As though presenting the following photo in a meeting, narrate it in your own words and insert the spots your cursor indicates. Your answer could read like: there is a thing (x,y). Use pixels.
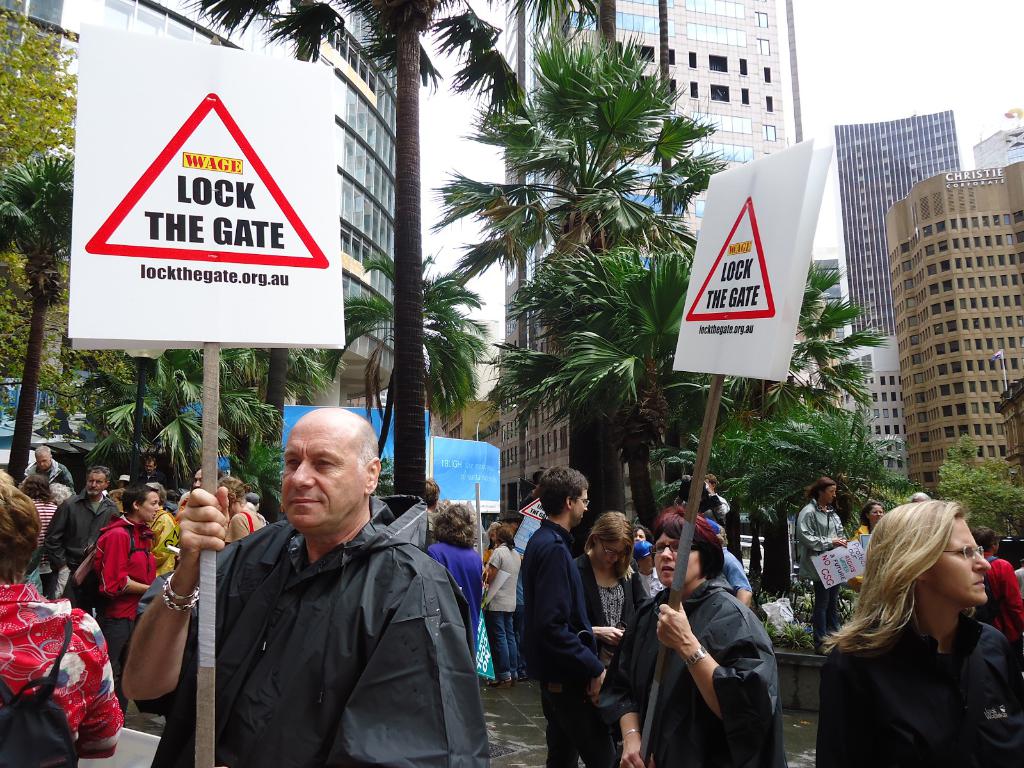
In this image, on the left side (279,751), we can see a man (366,635) wearing a black color dress (353,653) and holding a board (212,390) in his hand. On the right side (710,638), we can see a woman (729,667) wearing black color dress (735,628) and holding a board (729,294) in his hand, we can also see another woman (940,706) wearing a black color dress (928,706) on the right side (958,702). In the background (91,540), we can see a group of people (865,525), hoardings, trees (2,357), buildings (992,214). At the top (992,97), we can see a sky (857,105).
